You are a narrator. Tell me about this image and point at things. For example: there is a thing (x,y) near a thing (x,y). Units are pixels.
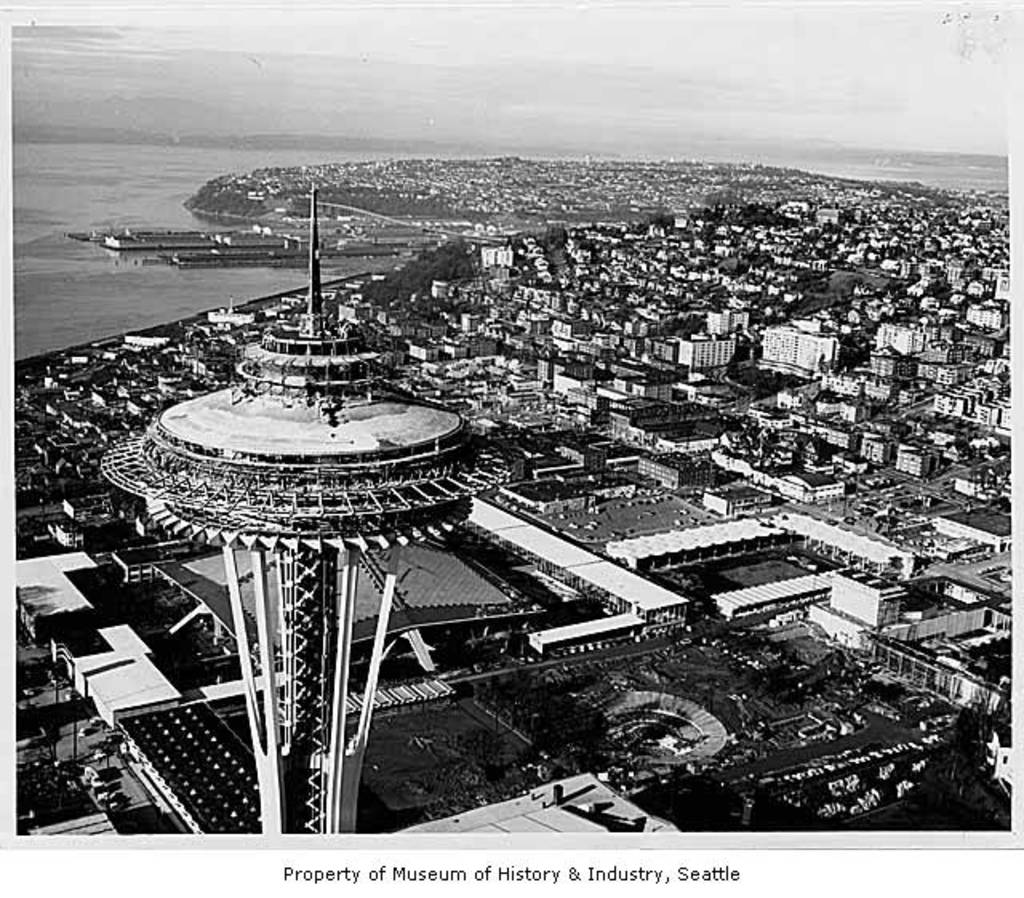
This is a black and white image. In this image there are buildings (568,318). There is water (171,178). At the top of the image (334,110) there is sky (522,73). In the foreground of the image (339,490) there is a tower (343,542). At the bottom of the image (574,875) there is text (511,872).
